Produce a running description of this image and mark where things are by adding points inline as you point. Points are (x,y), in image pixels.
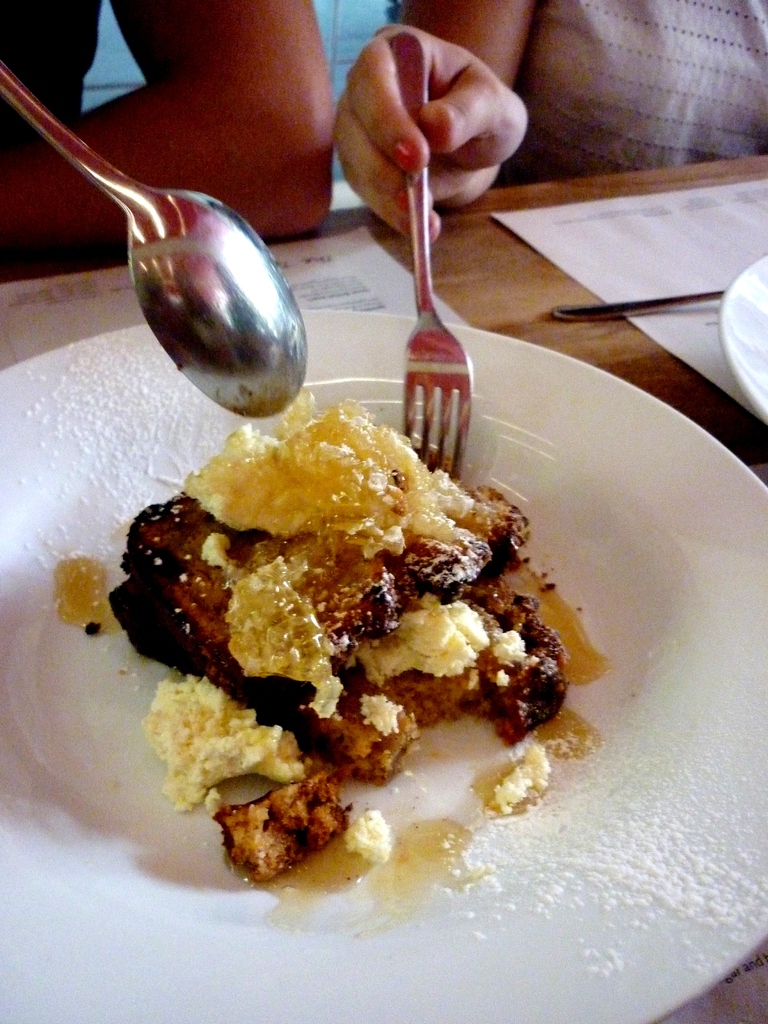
In this image we can see two persons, among them one is holding spoon (280,314) and the other one is holding fork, we can see some food (476,512) with a plate (371,319) on the table (629,363), there are some other objects (632,255) on the table (603,340).
